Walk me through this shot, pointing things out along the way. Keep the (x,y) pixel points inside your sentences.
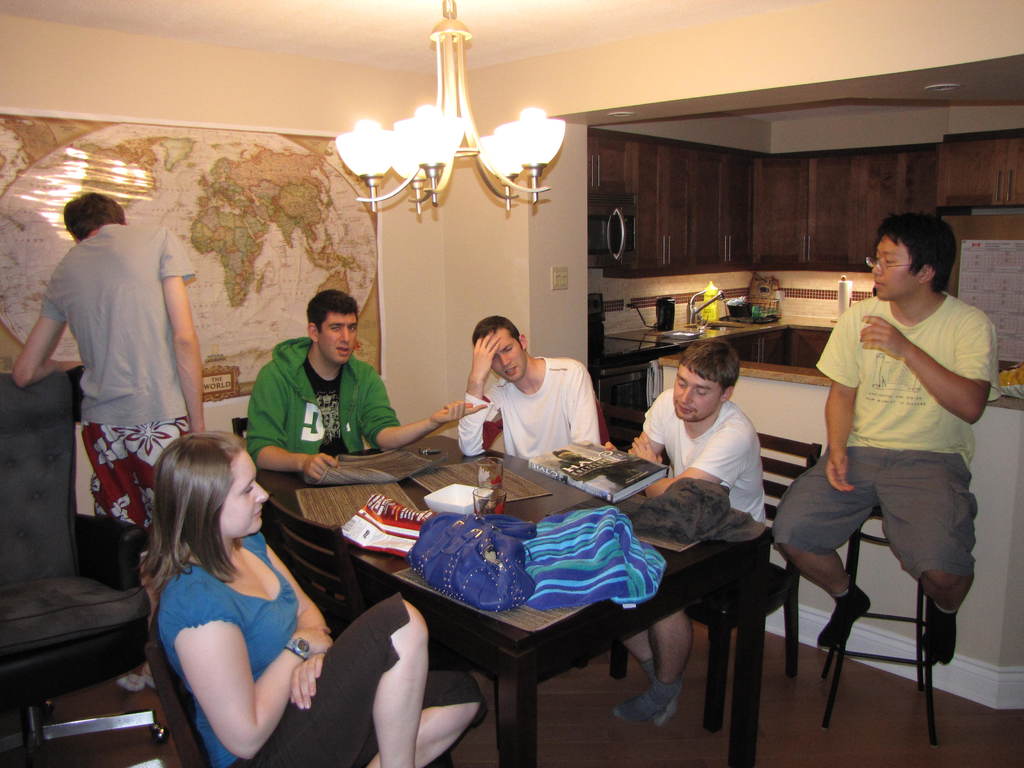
In this picture we can see a group of people (538,418) some are sitting on chair (614,440) and some are standing and in front of them there is table (288,506) and on table (398,481) we can see book (571,456), cloth (551,534), glass (495,496), plastic cover (408,508), paper (355,459) and in background (193,120) we can see wall (483,264), chandelier (559,130), flask (662,301), calendar (962,288).
